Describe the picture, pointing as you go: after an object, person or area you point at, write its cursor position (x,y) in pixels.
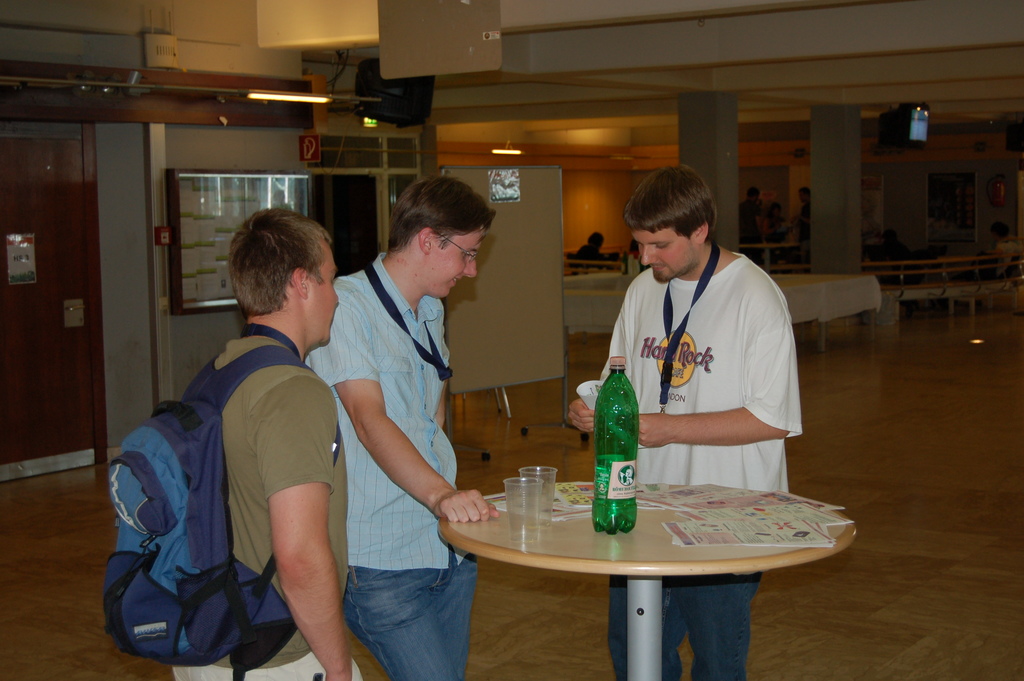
There are three men (420,284) standing. The men (258,435) in green t-shirt (249,506) is wearing a bag (173,543). In front of them there is a table (671,515). On that table (701,513) there is a bottle (630,508), paper (697,517) and glass (526,478). Behind them there is a door (54,322). And to the right corner (841,214) there are some benches (917,282) and the pillar (825,197). There is a TV (901,134) on the top (892,138).
